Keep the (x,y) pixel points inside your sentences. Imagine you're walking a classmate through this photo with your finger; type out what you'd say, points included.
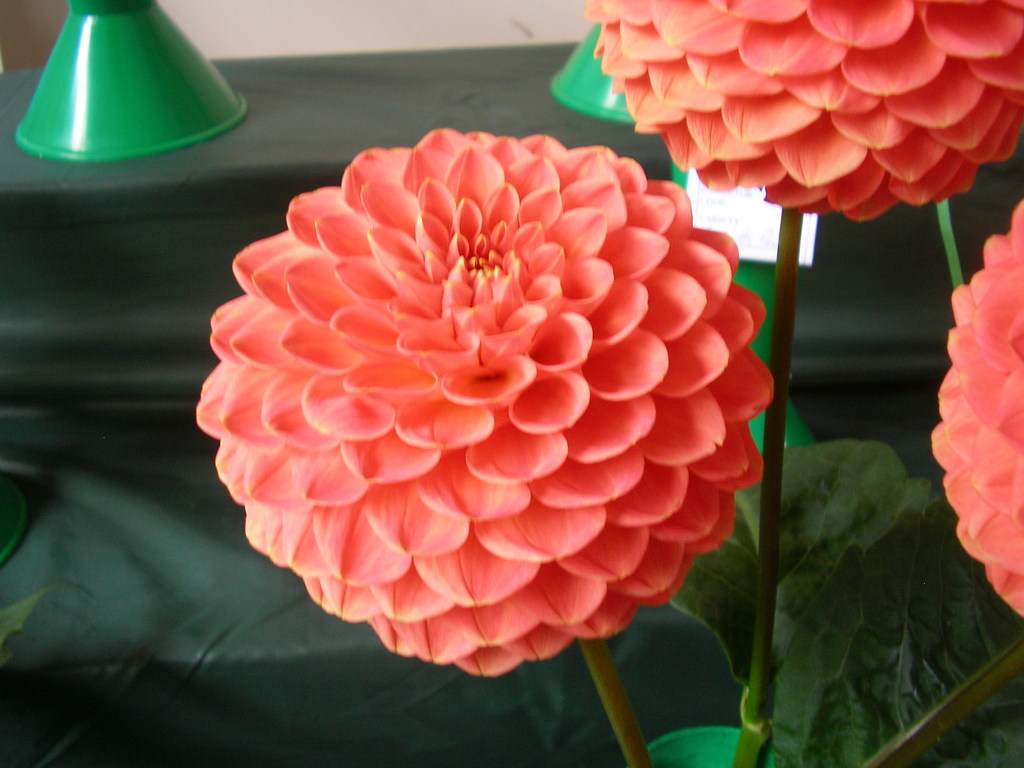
On the right side of this image (775,480) there is a plant (815,696) along with the flowers (644,242). In the background (311,174) there is a table (133,330) which is covered with a cloth (119,387) on which there are two green color objects (137,98).
